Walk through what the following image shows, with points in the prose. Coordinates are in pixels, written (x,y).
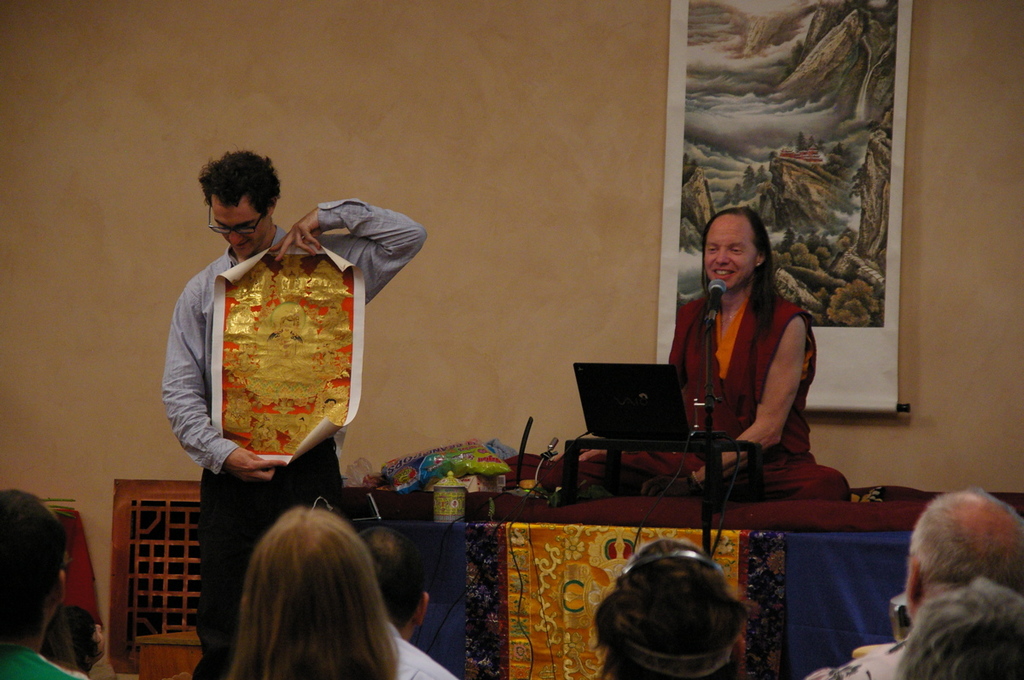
In this picture, I can see a monk (727,334), Who is sitting and smiling behind a laptop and i can see few object (481,460) here after that i can see a image (757,192) which is stick to the wall (518,101) and behind the monk (762,378), I can see a wall (504,87) which is colored with cream color and right in front of the monk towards left (274,198) a person (385,219) who is standing and holding a piece of image (342,299) and towards left bottom (46,516), I can see few people (63,550) and at the bottom middle (670,641) there is a person (695,616) who is sitting and listening to music towards right bottom (951,552), We can see two people (949,594) who are sitting and watching monk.
